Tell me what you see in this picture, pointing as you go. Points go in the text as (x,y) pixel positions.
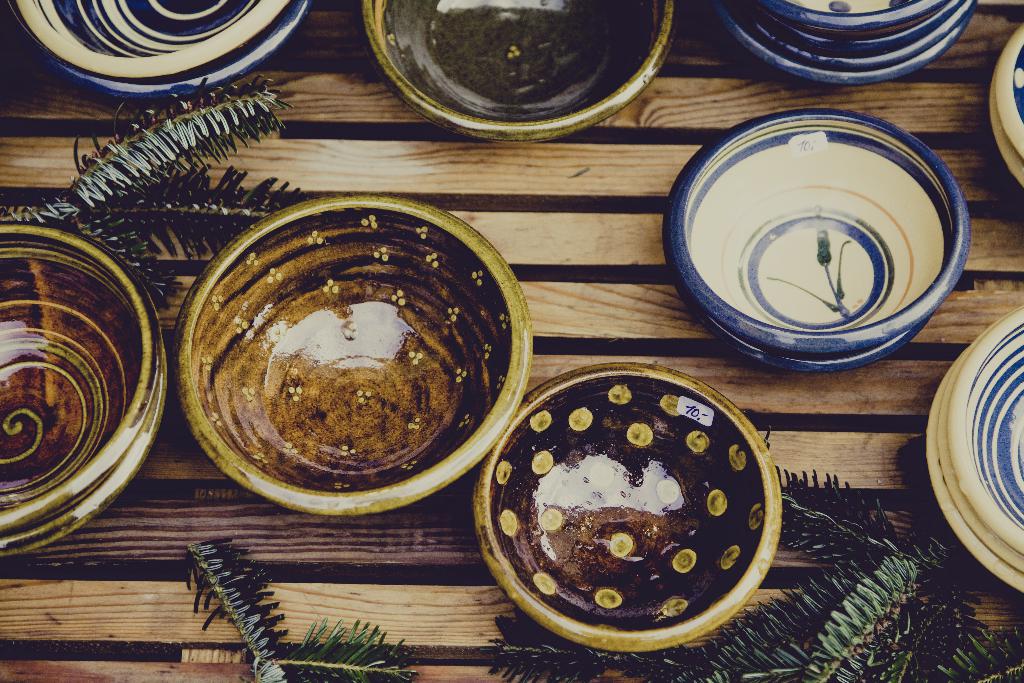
In this image there are many bowls (219,257) on the wooden surface (804,439). There are a few leaves (867,598) on the wooden surface (278,588).
